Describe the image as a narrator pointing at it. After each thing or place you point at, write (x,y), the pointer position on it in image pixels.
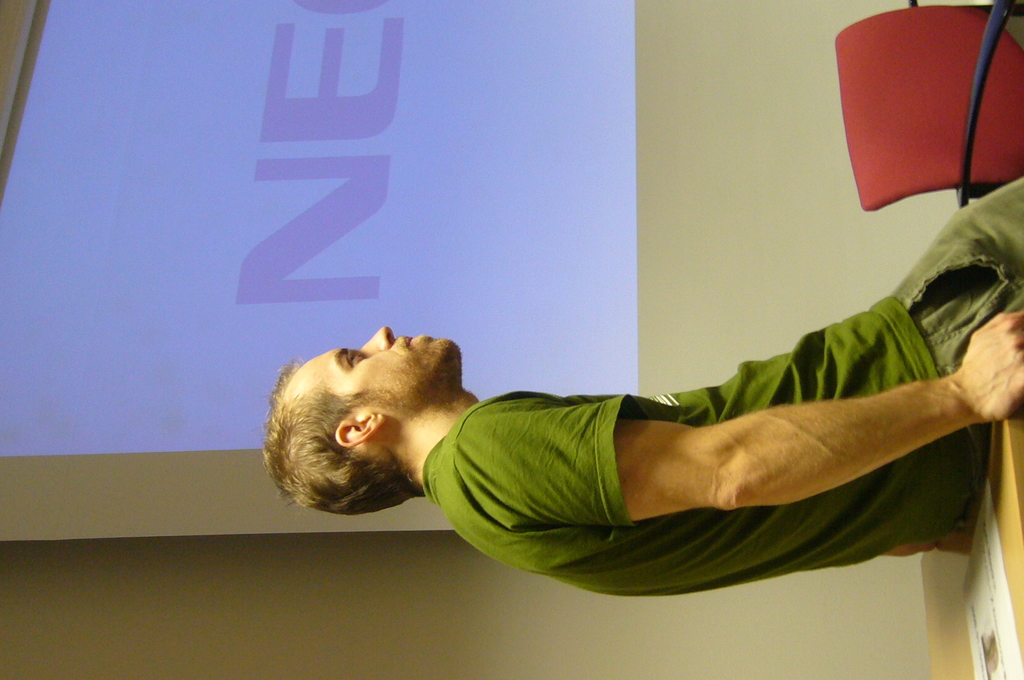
In this image, we can see a man (946,354) sitting on a wooden table (954,619), there is a chair (972,127). We can see the projector screen (636,210) on the wall (293,662).
